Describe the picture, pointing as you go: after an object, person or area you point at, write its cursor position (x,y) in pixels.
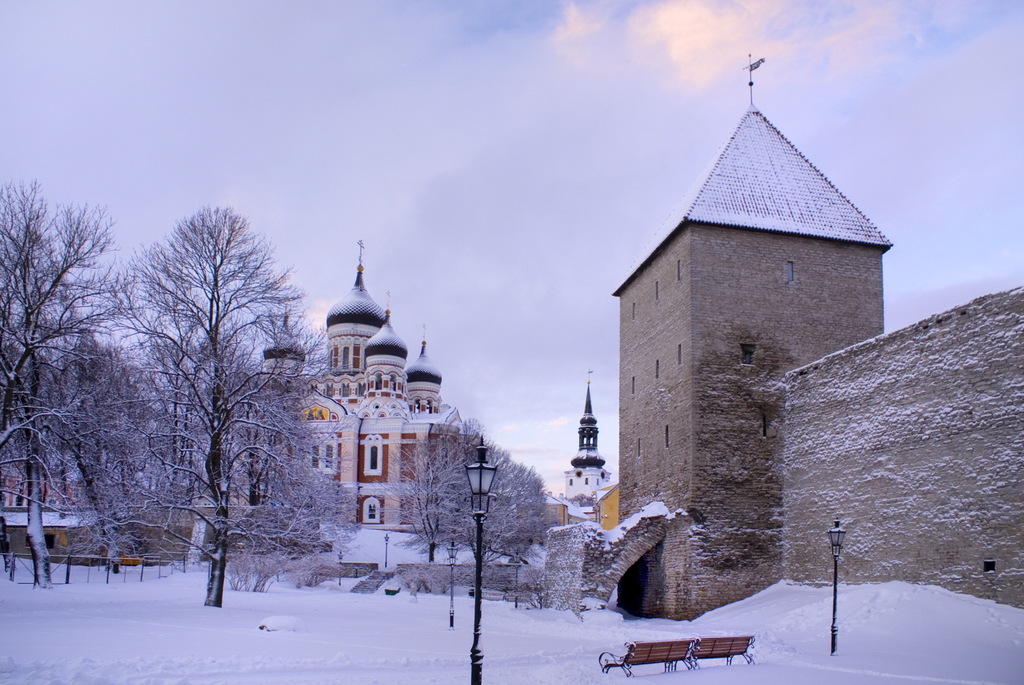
In this image we can see buildings (670,448), castle (655,372), trees (293,465), street poles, street lights (479,496), benches (744,641) covered with snow (555,645). In the background (494,109) there is sky (580,95) with clouds (380,235).
